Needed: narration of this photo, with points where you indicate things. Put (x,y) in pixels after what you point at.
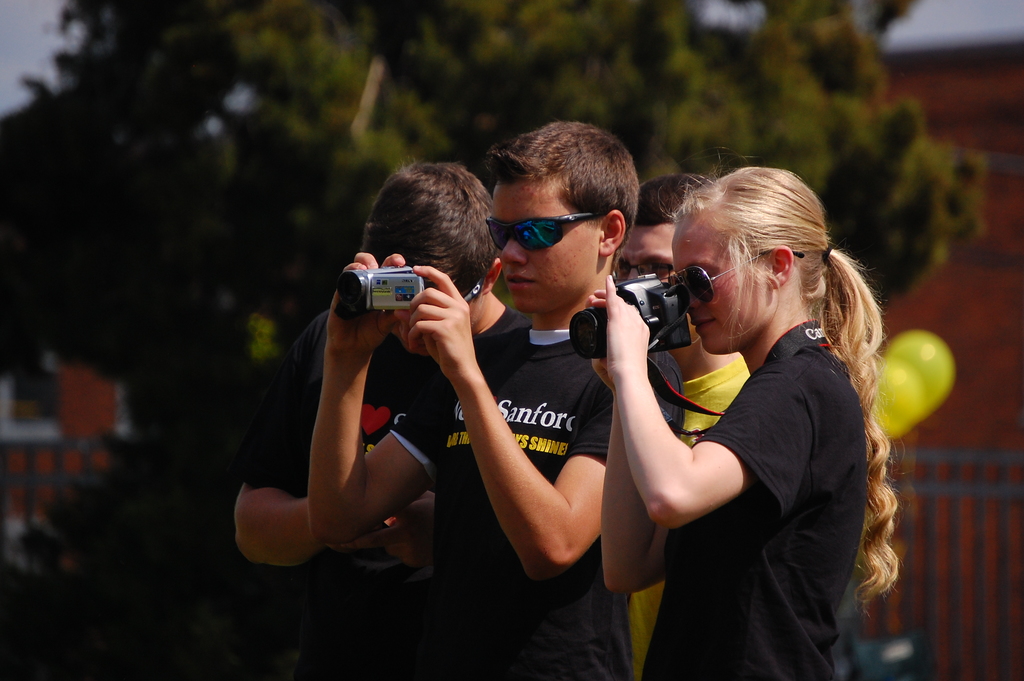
In this image I can see a group of people (541,396) are holding a camera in their hands (607,366).
